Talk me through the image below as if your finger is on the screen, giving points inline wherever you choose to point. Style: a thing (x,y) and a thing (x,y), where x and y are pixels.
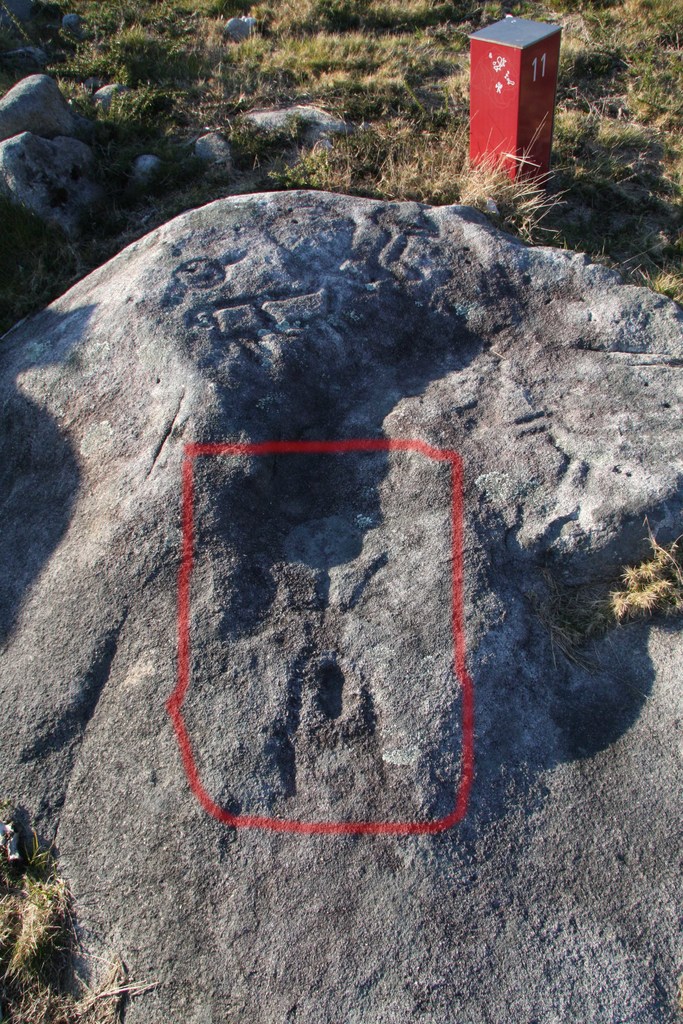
In this picture we can see rocks (239,950), stone (566,278) and in the background (461,131) we can see grass (351,98).
